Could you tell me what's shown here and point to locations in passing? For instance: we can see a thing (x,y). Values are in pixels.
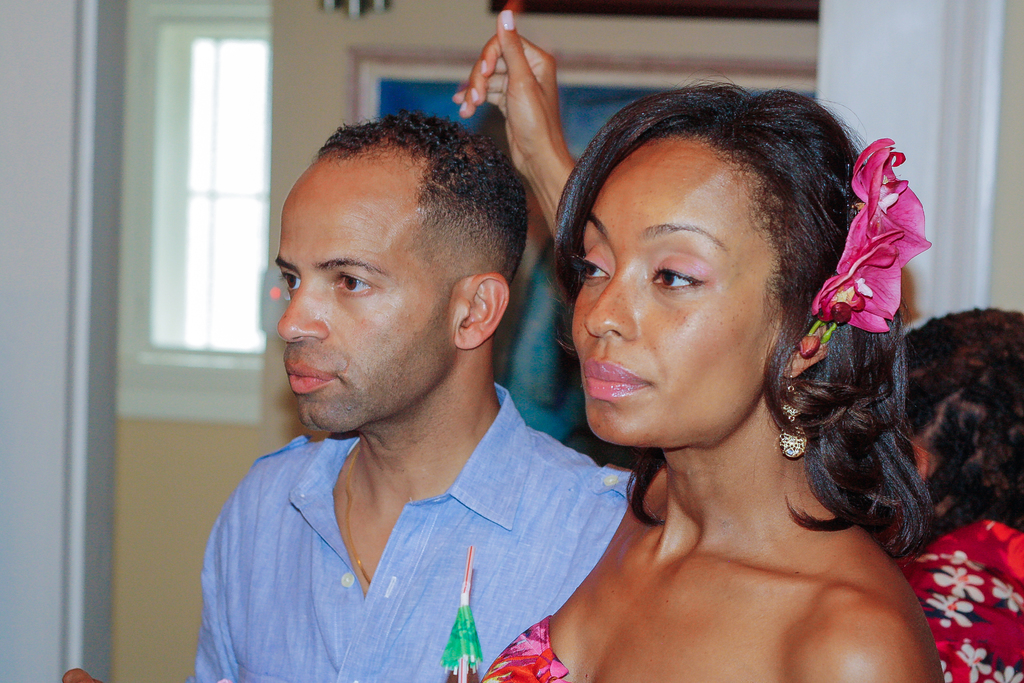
In the foreground of the picture (515,420) there is a woman (673,487) and a man (395,404). On the right (989,574) there is a person (997,416). In the background (189,81) there are window (237,100), frame (421,69), pillar (878,102) and other objects (510,7).
